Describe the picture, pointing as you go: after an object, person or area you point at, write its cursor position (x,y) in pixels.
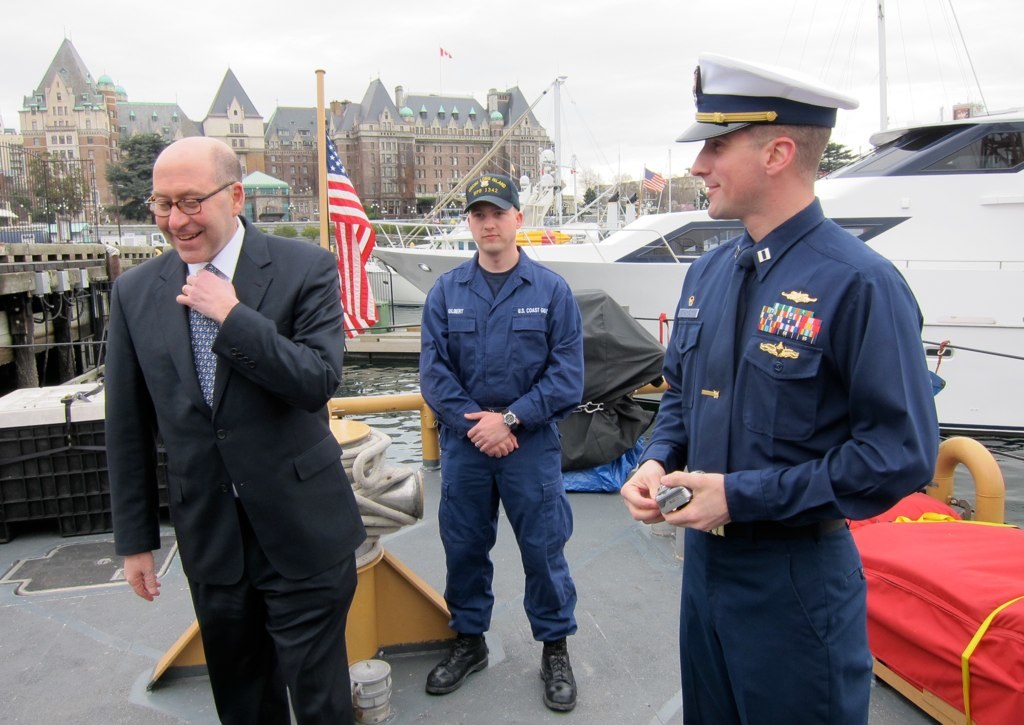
In this image we can see three men (484,432) are standing, in the background (437,130) there are some buildings (442,145), trees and a flag (353,318).
